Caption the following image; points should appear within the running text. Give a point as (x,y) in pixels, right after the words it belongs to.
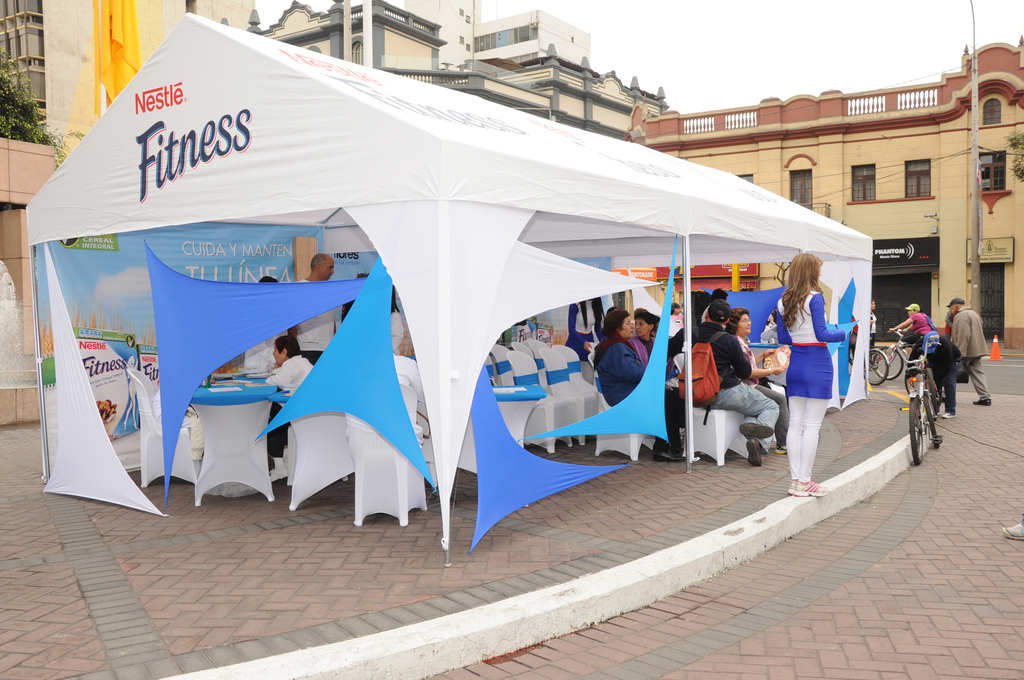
This image is clicked on the road (1008,358). In the foreground (606,171) there is a tent (433,149) on the walkway (661,477). There are tables (230,404) and chairs (533,380) under the tent (604,280). There are people (680,351) sitting on the chairs (593,367). Behind the tent (856,245) there are bicycles (907,346) on the road (1002,369). In the background (825,147) there are buildings (173,18) and trees (29,116). At the top (764,42) there is the sky (802,42). To the right (976,141) there is a pole (974,154). Beside the pole (977,238) there is a cone barrier (995,359) on the ground (996,366).
